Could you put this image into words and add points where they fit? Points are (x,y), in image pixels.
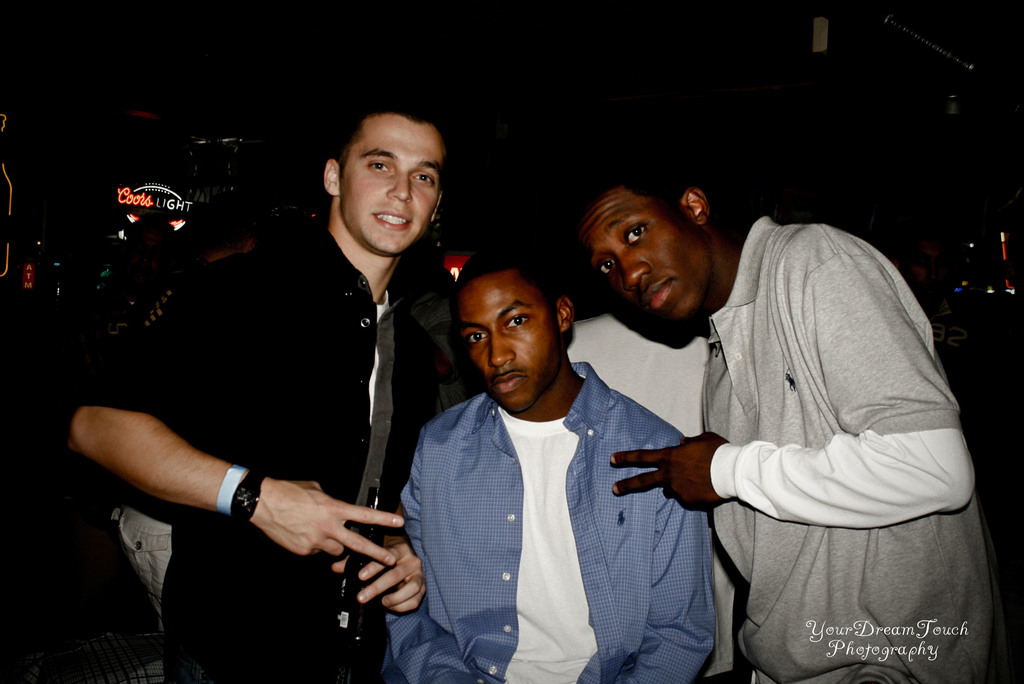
In the center of the image (545,338) we can see three persons (733,394) are in different costumes (609,466). Among them, we can see one person (383,299) is smiling. At the bottom right side of the image (829,627), we can see some text (863,644). In the background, we can see some text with lights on the board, few people (140,527) are standing and a few other objects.
